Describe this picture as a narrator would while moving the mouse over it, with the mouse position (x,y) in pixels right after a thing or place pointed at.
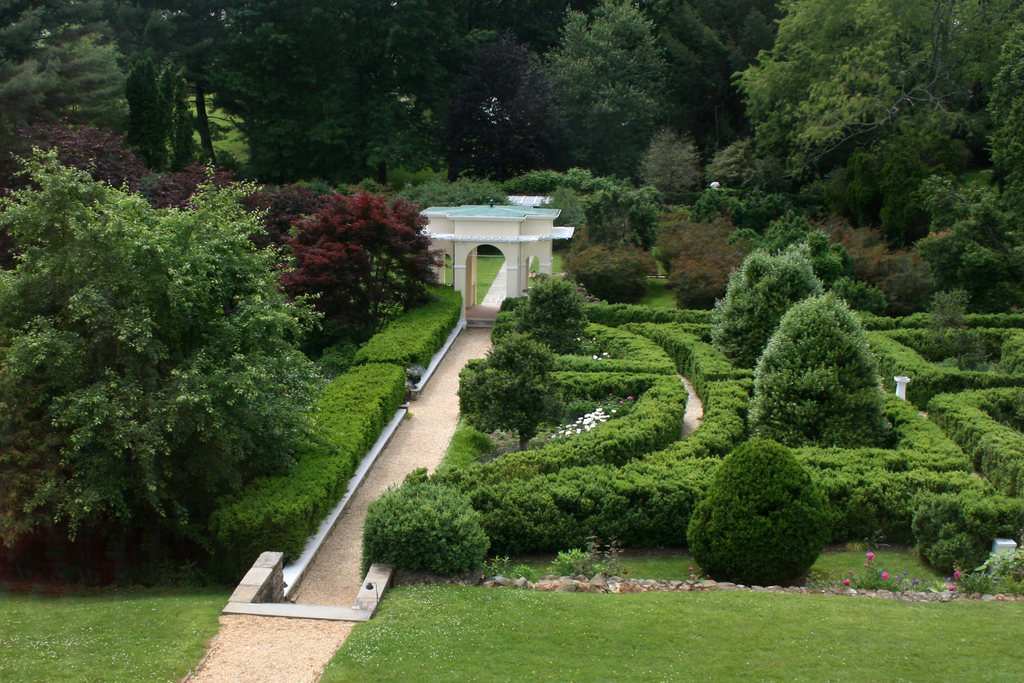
In this image in the front (405,646) there's grass (484,657) on the ground (517,642). In the center (456,435) there are plants (509,422) and flowers (575,425) and there are stones (642,592). On the left side (229,286) there are trees (219,339). In the background (394,122) there is an arch (506,256) and there are trees (558,251).
